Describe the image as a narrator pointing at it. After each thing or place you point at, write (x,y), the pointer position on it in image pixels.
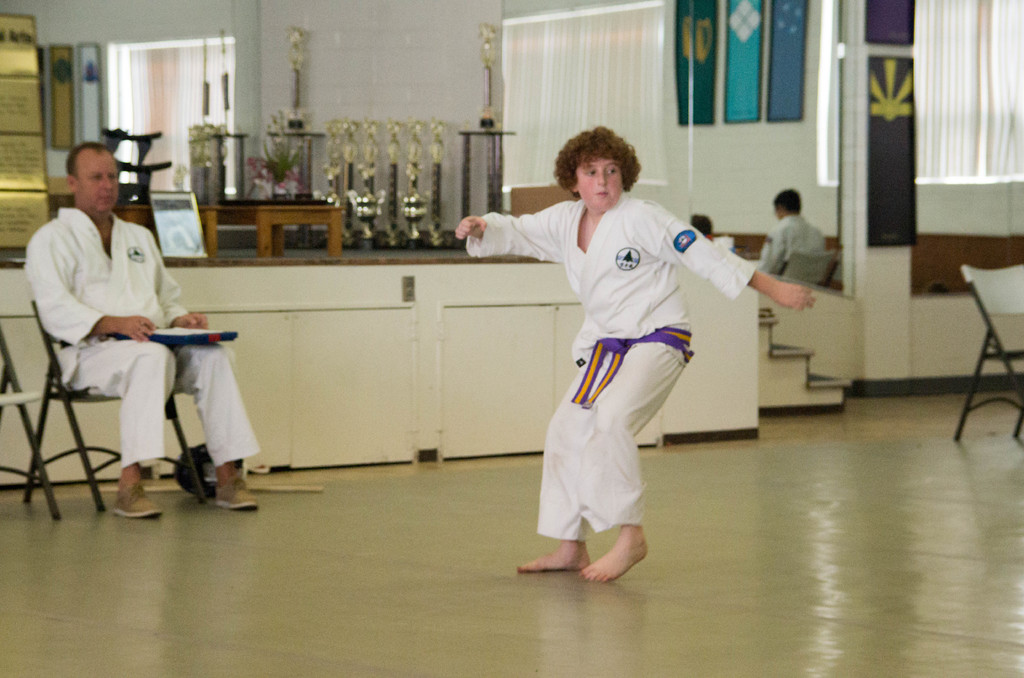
In the image there is a guy (623,378) wearing karate uniform (640,378) and in front there is a man (113,291) looking at him and it seems to be a competition.
